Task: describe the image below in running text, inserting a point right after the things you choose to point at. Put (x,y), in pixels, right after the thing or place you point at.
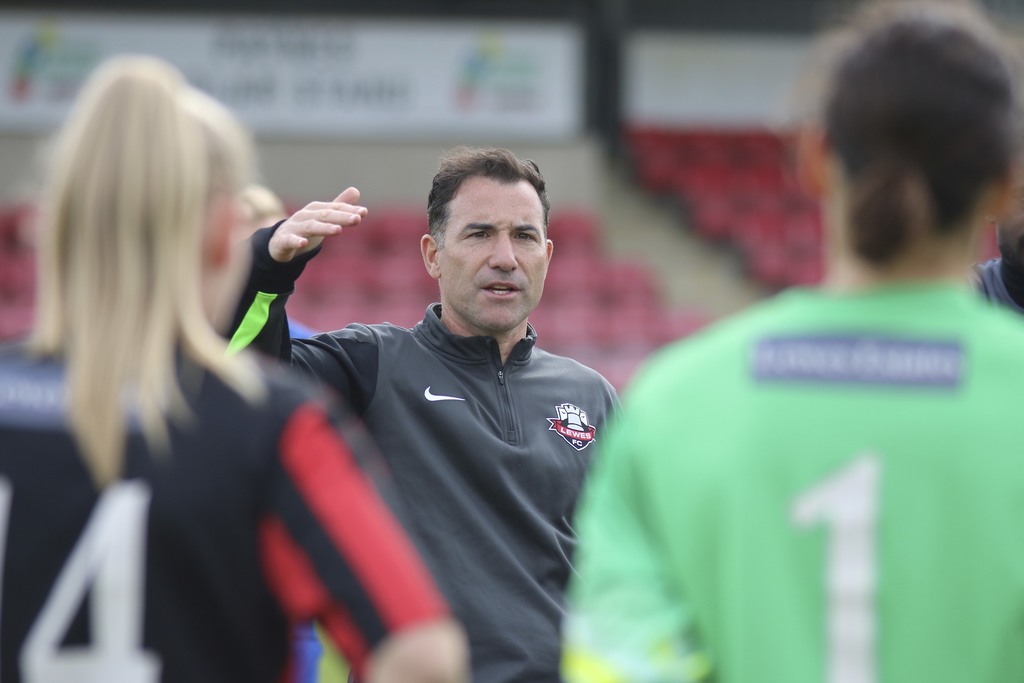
In this image in front (873,147) there are people (345,390). In the background of the image (542,310) there are chairs (719,204). There are banners (537,90).
